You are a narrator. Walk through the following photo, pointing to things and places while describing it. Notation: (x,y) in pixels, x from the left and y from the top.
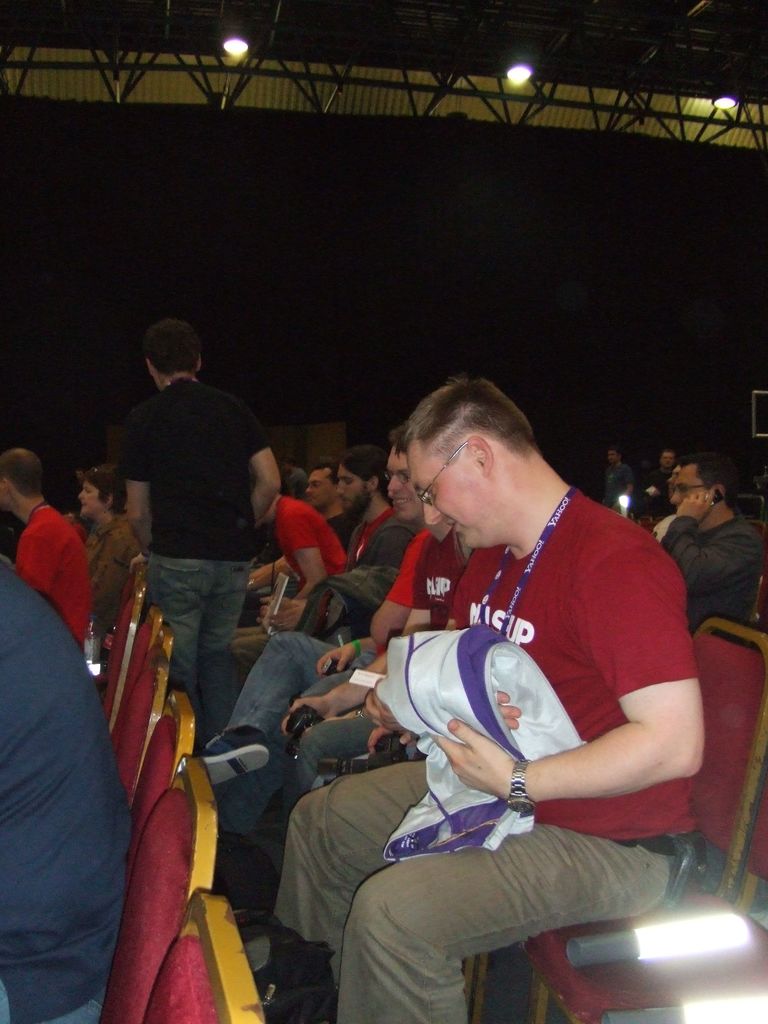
In the center of the image (437,437) we can see people (436,548) sitting on chairs (133,573). There is a person (217,479) standing wearing a black color t-shirt (200,444). In the background of the image (376,188) there is a wall (287,344). At the top of the image (127,31) there is a ceiling (24,93) with lights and rods (672,135).
